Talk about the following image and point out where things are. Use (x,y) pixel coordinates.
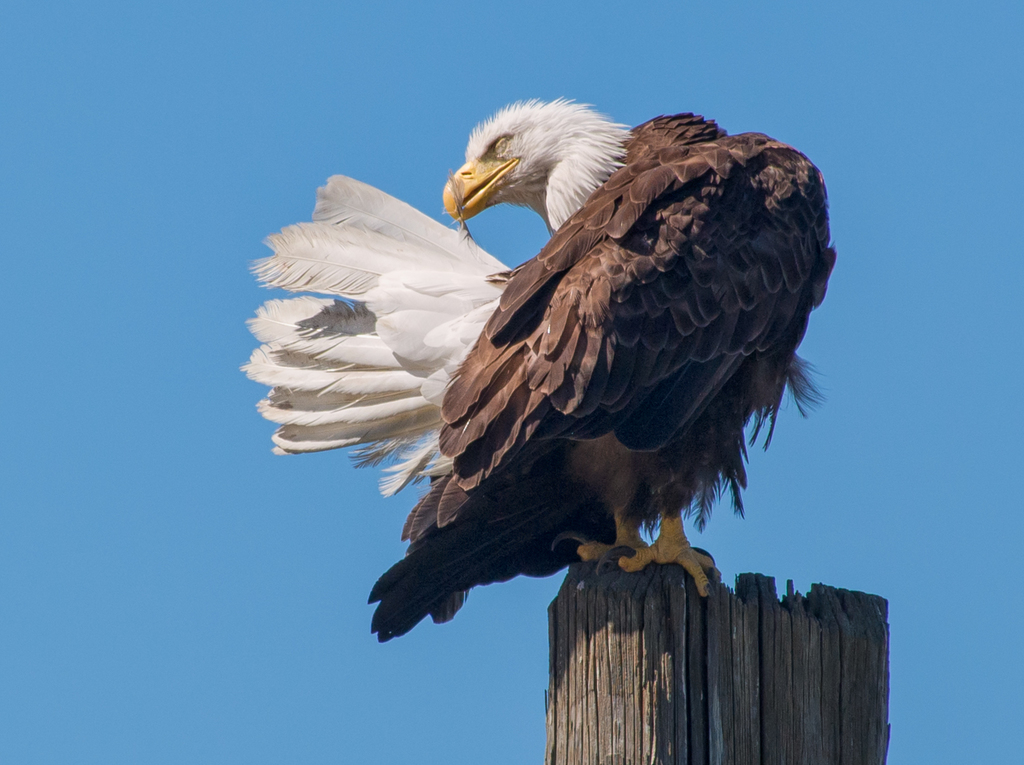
This image is taken outdoors. In the background (261,559) there is the sky (228,67). On the right side of the image (824,629) there is a bark (649,669) of a tree (650,665). In the middle of the image (531,392) there is an eagle (613,446) on the bark (628,611) of a tree (665,681).
